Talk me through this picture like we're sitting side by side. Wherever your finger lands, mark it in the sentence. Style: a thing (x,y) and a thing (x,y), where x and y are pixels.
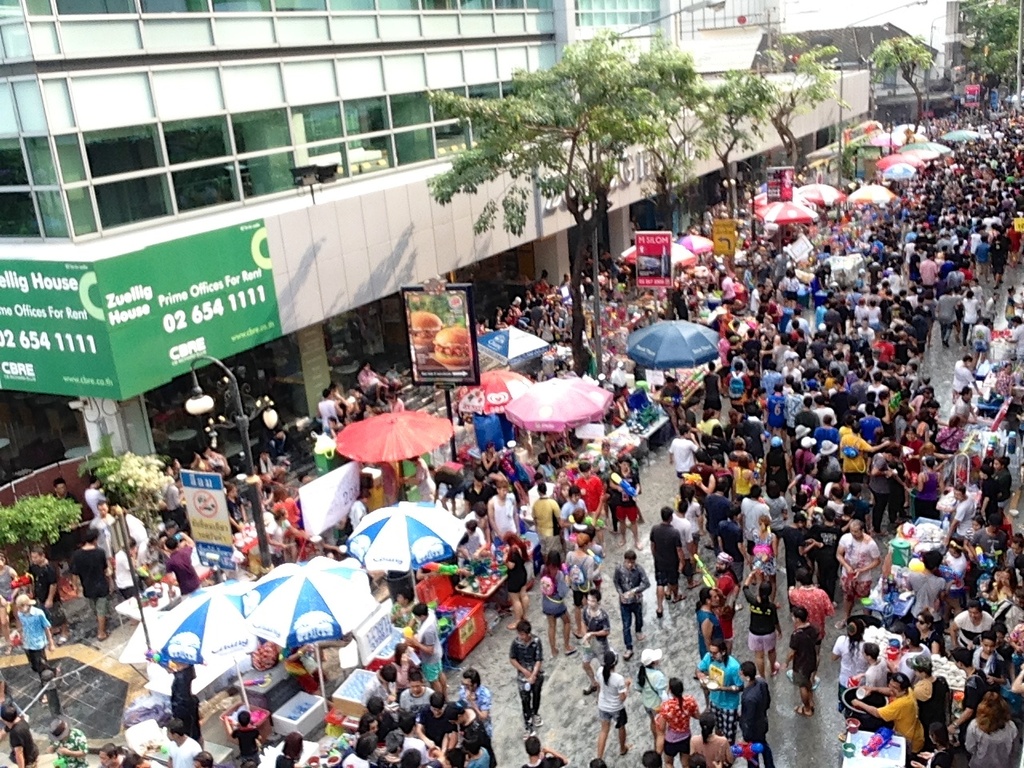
In this image we can see some group of persons (698,447) walking on the road (691,629) there are some shops (147,610), stores (415,468) beneath umbrella tents (374,432) and in the background of the image (220,281) there are some trees (683,97) and buildings (775,133).
